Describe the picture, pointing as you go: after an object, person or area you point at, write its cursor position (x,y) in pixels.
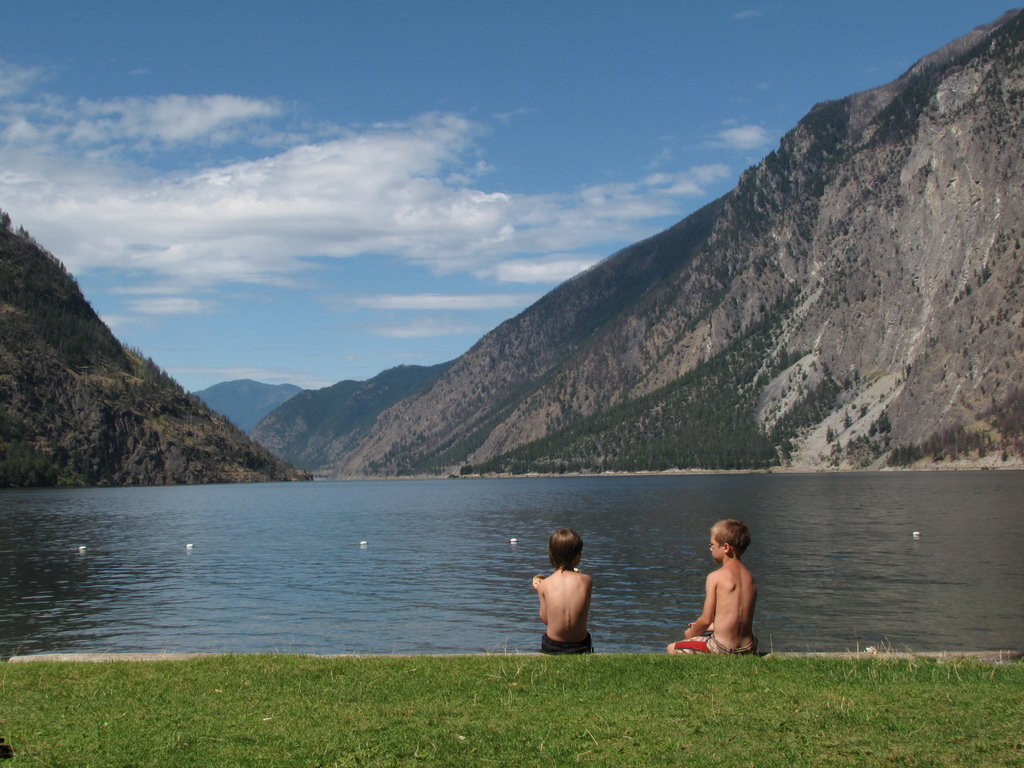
Here we can see two kids (574,580) are sitting on a platform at the water (460,547) and there is grass (513,682) on the ground (775,709). In the background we can see small objects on the water (295,588), trees (111,365), mountains (1011,314) and clouds (328,232) in the sky (236,159).
